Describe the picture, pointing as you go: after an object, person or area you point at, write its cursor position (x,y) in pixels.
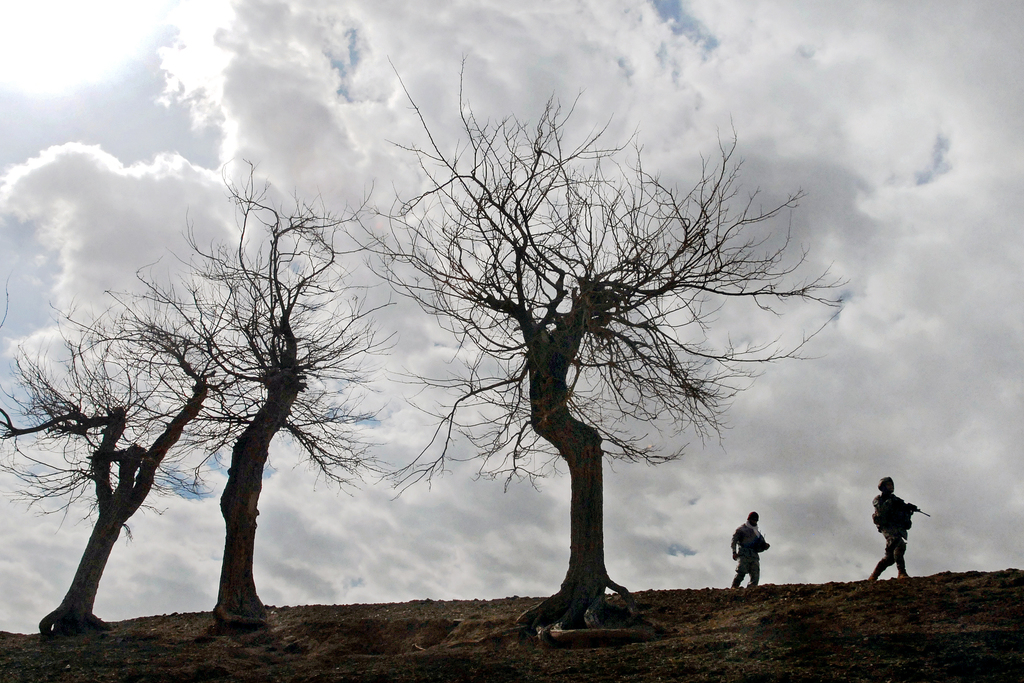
In this picture I can see few trees (315,417) and I can see couple of men (735,562) walking and I can see cloudy sky (532,286).
